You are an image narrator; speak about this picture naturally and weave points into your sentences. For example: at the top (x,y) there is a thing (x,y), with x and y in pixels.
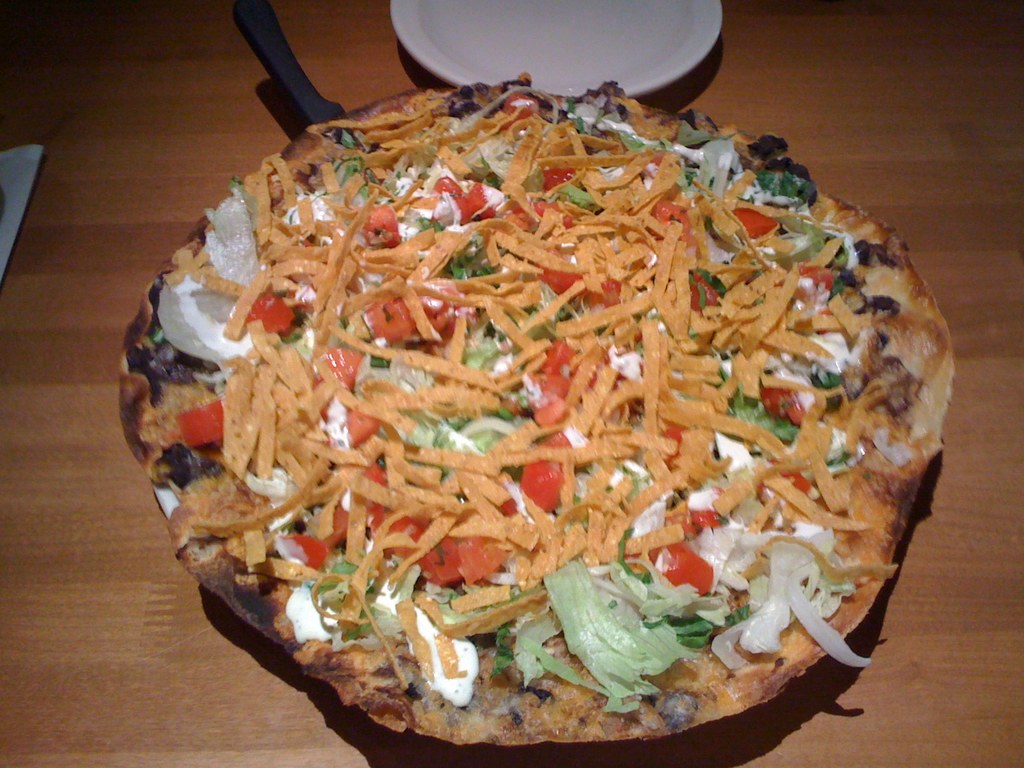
In this picture we can see a plate (597,56) here, there is some food (501,409) here, at the bottom (946,697) there is a wooden surface (912,695).
